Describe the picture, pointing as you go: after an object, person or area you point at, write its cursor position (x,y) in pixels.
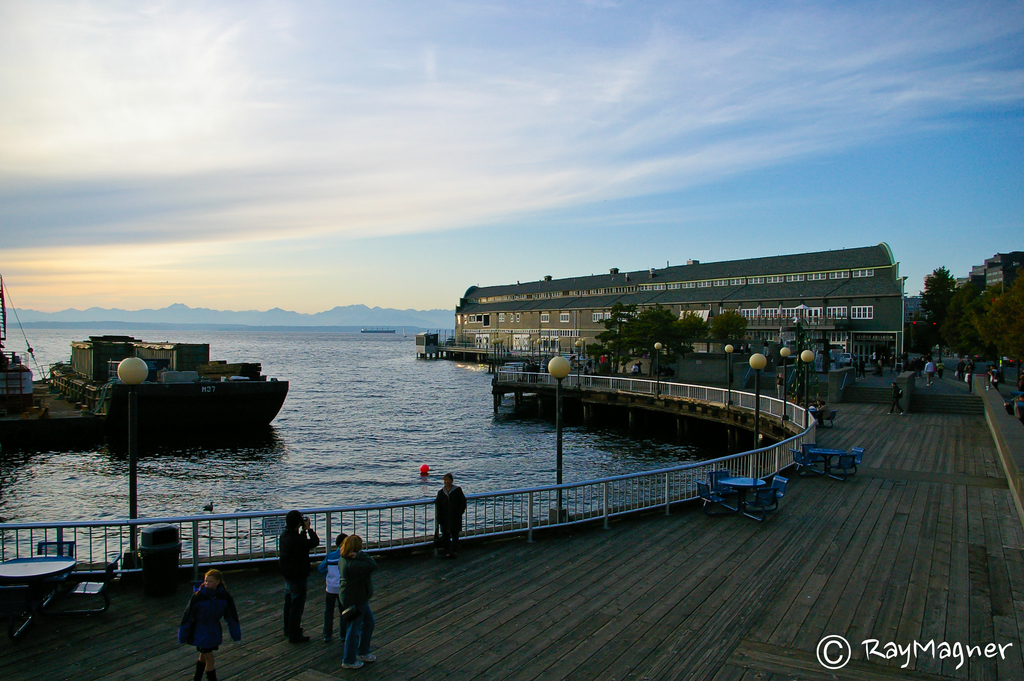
There are people (342,548) and we can see chairs (858,458), tables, fence (697,470) and lights (561,376) on poles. We can see boat (180,404) above the water (311,354). In the background (489,310) we can see people (941,362), trees (955,350), buildings (865,310) and sky (839,84). In the bottom right side of the image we can see text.
